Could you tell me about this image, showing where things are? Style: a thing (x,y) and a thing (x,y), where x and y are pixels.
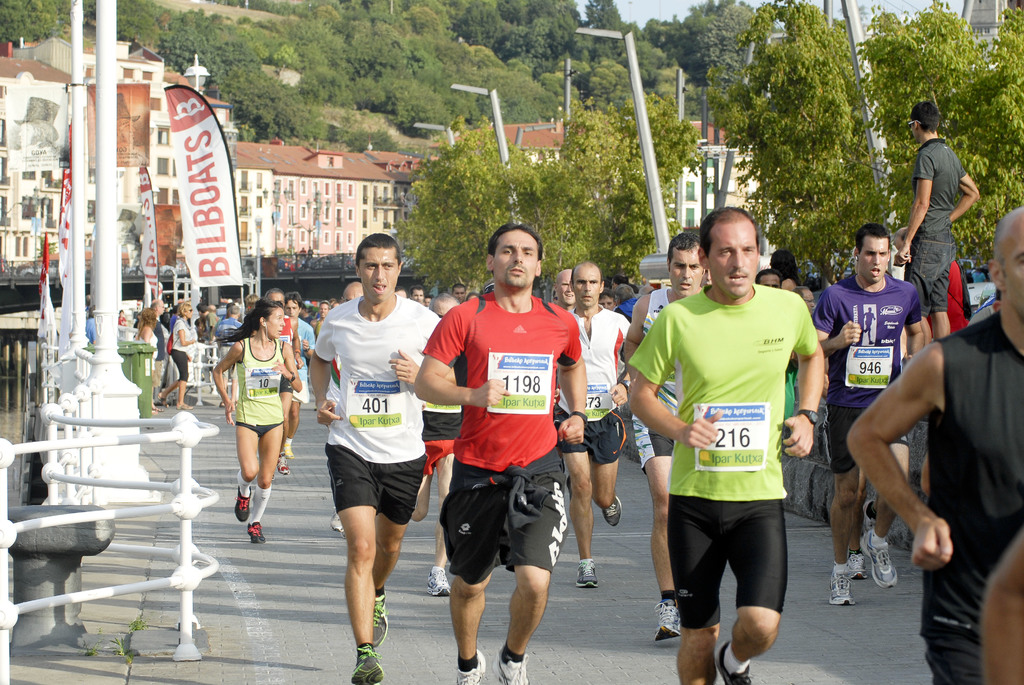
The picture is taken outside a city. In the foreground of the picture (365,312) there are people (925,617) running on the road (290,643). On the left (50,443) there are poles (84,238), flags (47,245), banners (222,167), railing (117,590), buildings (56,179) and trees (43,32). In the background (554,86) there are trees (585,143), poles (643,100) and buildings (997,17). It is a sunny day.
